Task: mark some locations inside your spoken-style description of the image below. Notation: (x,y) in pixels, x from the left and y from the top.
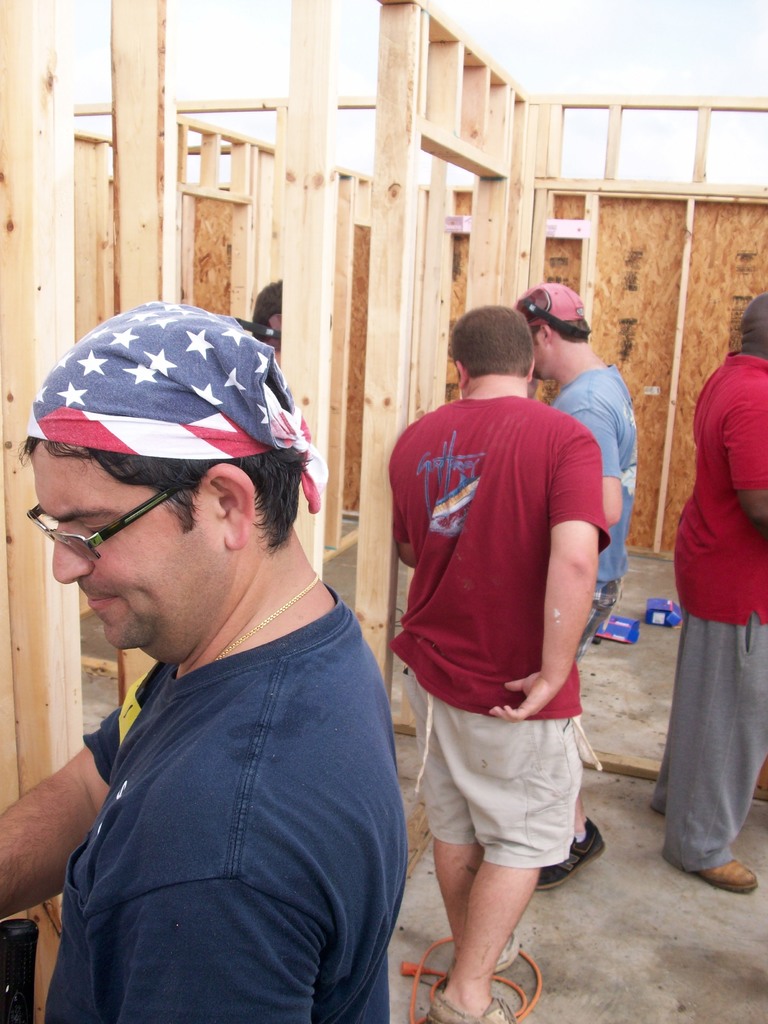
In this image there are a few men (600,542) standing on the floor (592,878). There are boxes (617,635) and a wire (425,973) on the floor (633,969). Behind them there are wooden walls (263,220).
